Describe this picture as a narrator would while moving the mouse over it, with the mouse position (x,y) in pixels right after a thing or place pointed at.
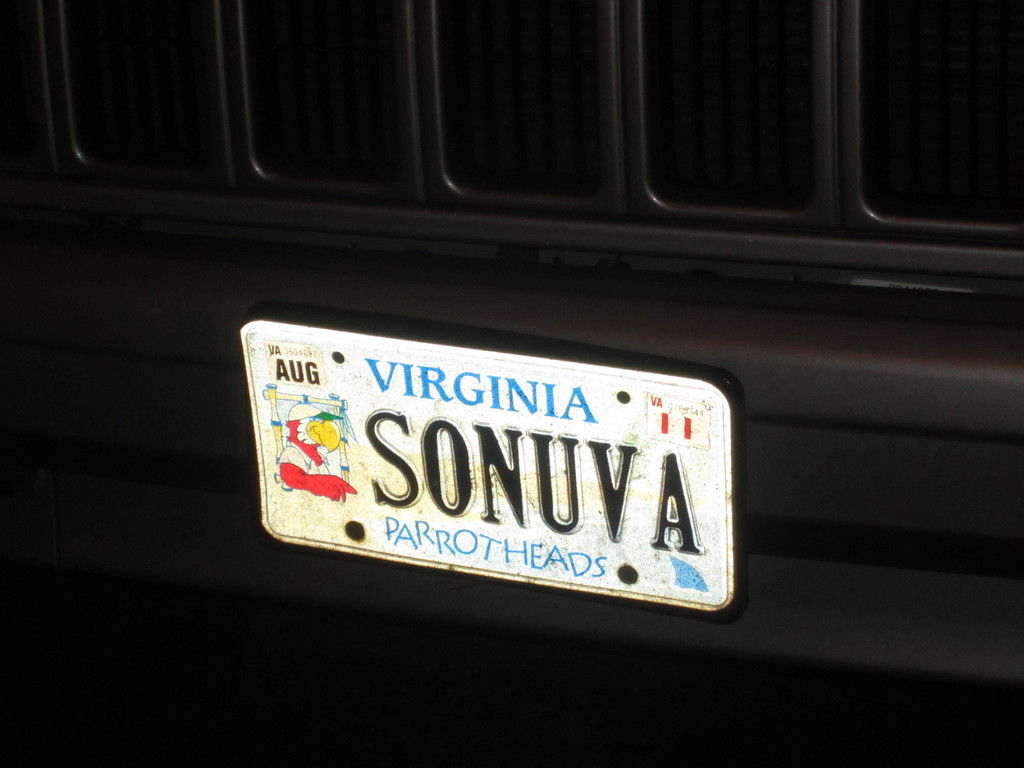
In this picture we can see a name board (548,541) on a surface (37,546).
